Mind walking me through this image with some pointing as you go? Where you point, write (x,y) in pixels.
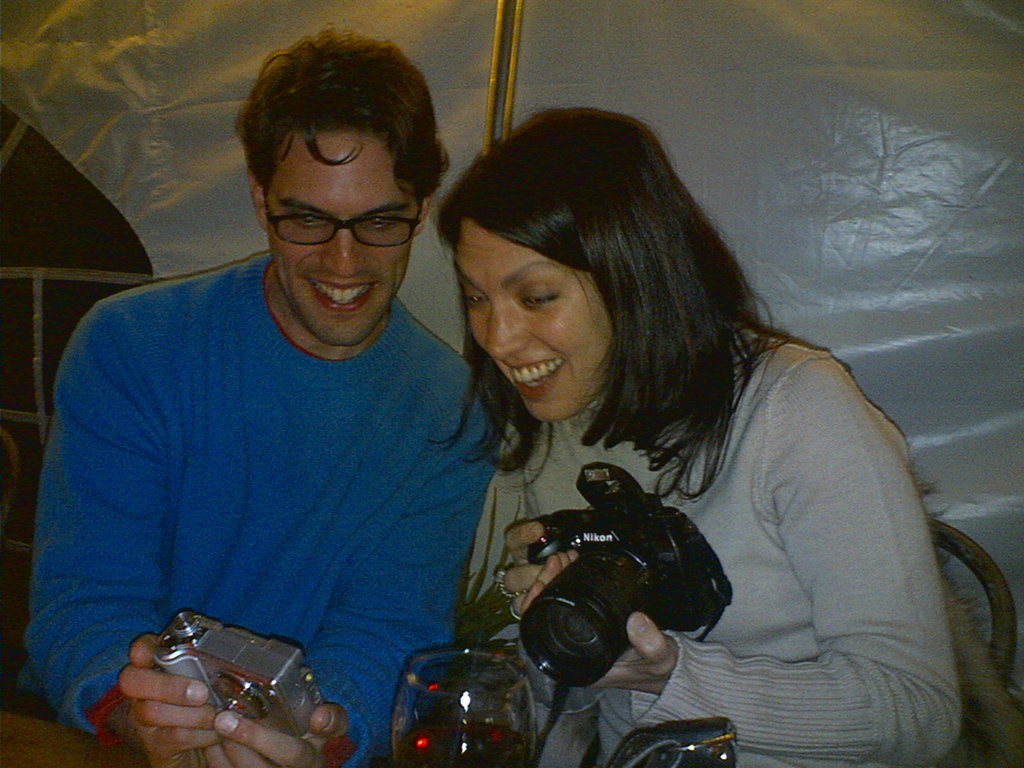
This 2 persons (167,595) are sitting on a chair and holding a camera (629,539). This person (366,558) wore blue t-shirt (327,496) and this person (709,449) wore ash t-shirt (790,537). In-front of them there is a glass (515,718).
